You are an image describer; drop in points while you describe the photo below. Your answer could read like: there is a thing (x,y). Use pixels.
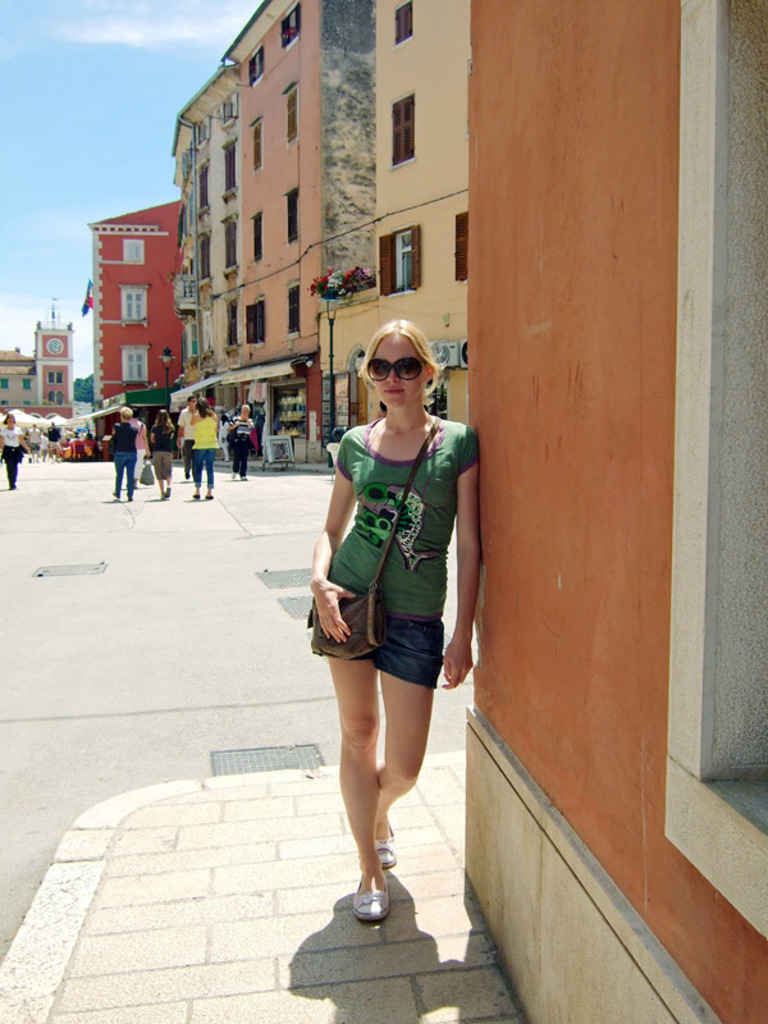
In this image there is person (367,679) carrying a bag (388,548), there is road (450,729), there are people (186,447) walking on the road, there are buildings (258,235), there is sky (144,100), there is flag (88,298).
